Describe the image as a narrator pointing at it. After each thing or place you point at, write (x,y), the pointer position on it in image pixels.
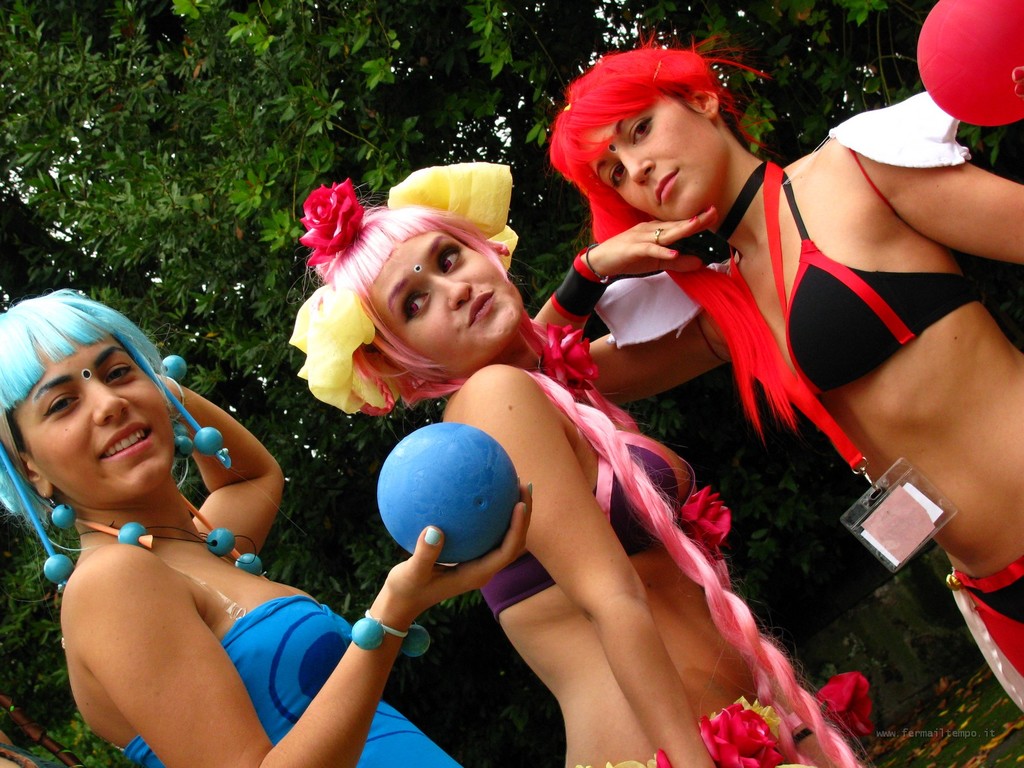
At the bottom of the image (61,555) three persons (701,110) are standing and holding some balls (1005,19). Behind them we can see some trees (351,479).
